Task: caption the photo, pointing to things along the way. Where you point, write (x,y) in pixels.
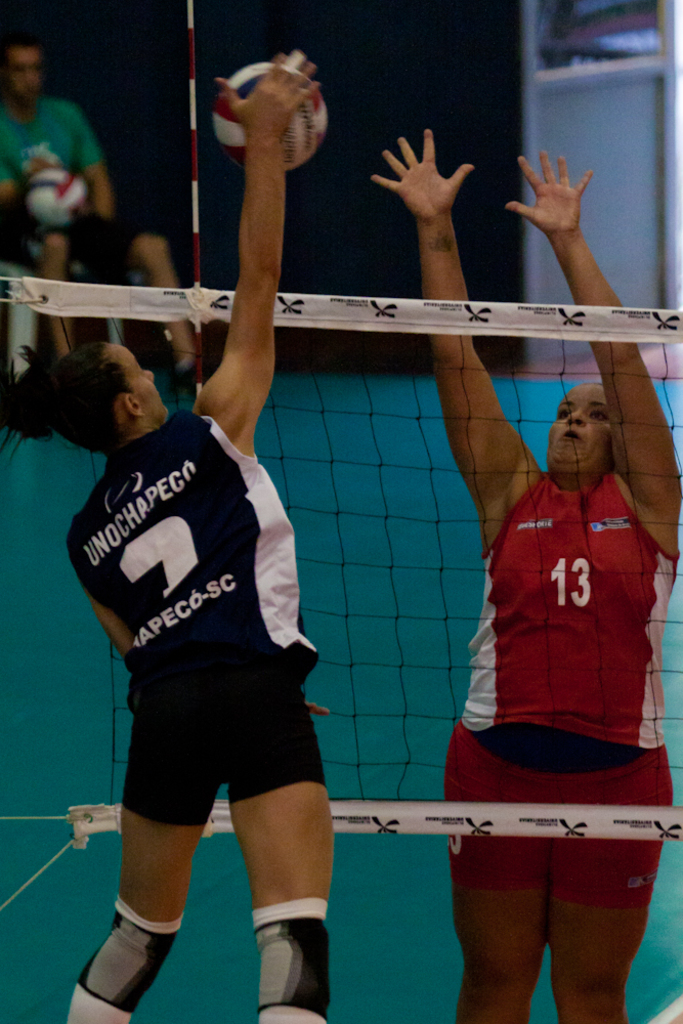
In this picture we can see three people (264,390), walls (165,144), net (360,356) and in the background (608,28) we can see some objects (600,31).
